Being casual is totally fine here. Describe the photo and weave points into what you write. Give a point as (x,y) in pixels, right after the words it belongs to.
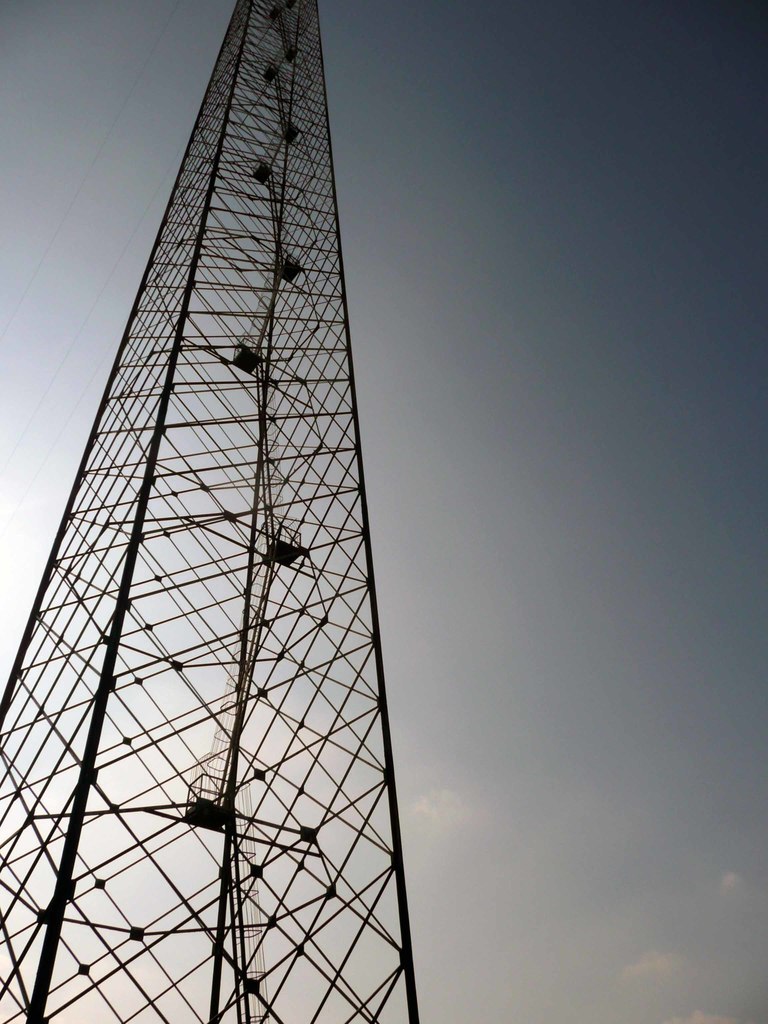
Here we can see a tower (329,447). In the background (602,398) there is sky (576,326).
